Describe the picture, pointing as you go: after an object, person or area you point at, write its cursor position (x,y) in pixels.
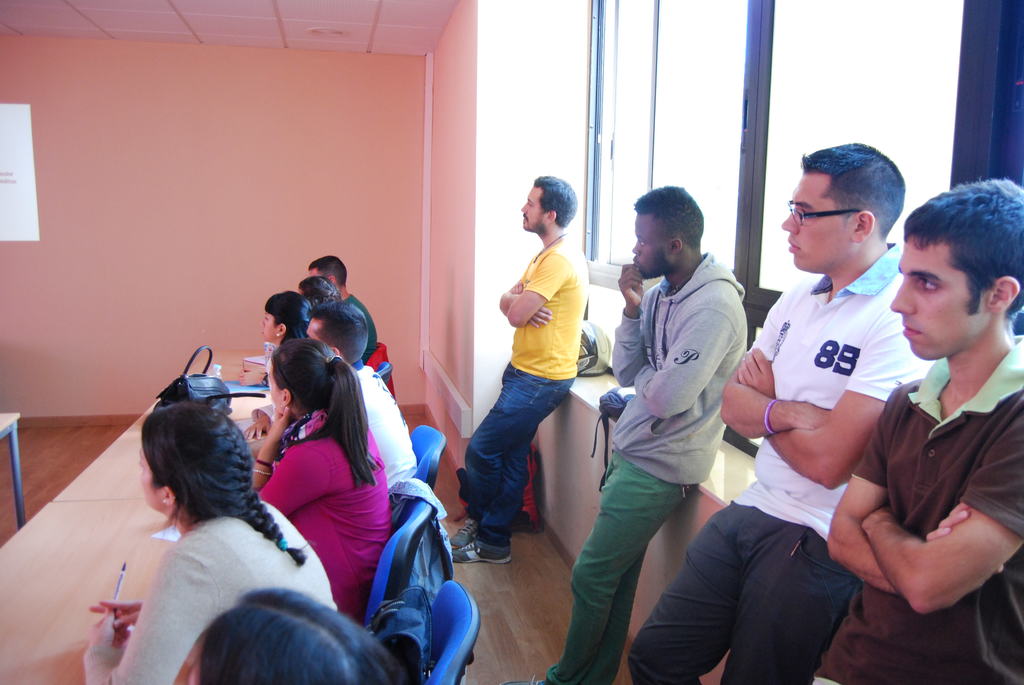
In the image we can see there are people (294,428) some are sitting and some are standing. These people (475,470) are wearing clothes (297,487), this is a window (744,127), helmet (607,334), bag (603,412), floor (540,576), chair (441,590), table (80,528), hand bag (200,380) wall (150,320) and a pen (122,572).
